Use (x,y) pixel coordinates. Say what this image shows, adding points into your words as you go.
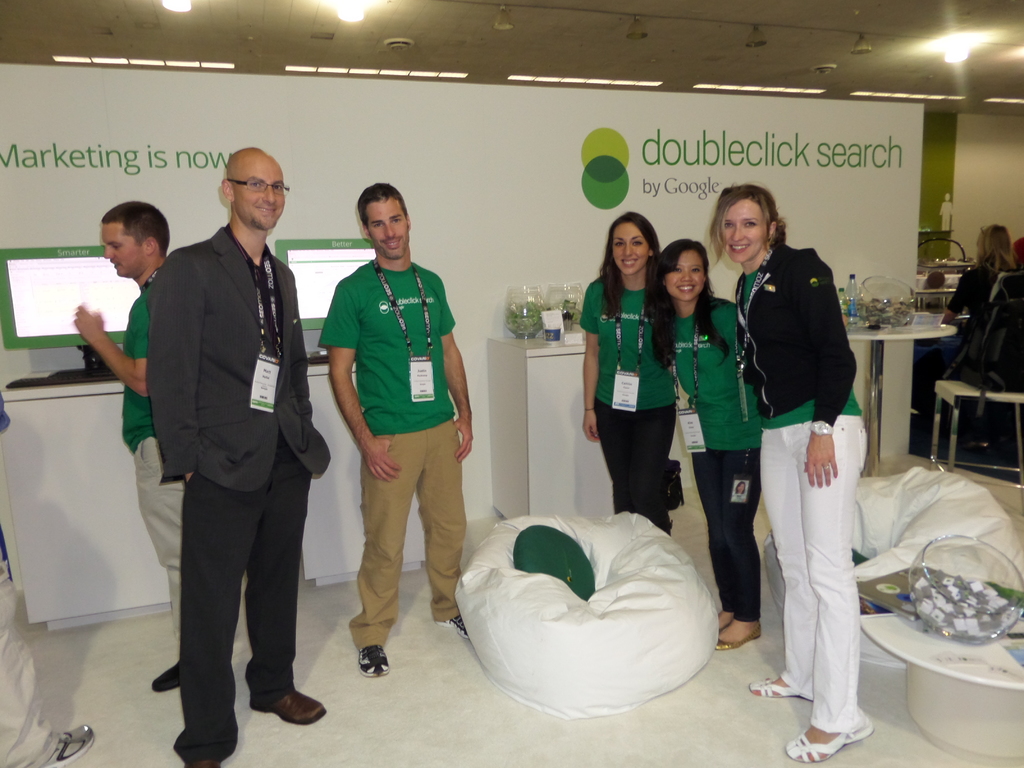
In this image, there are group of people (711,314) wearing clothes (765,327) and standing in front of the flex board (662,120). There is a bean bag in the middle of the image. There are monitors (56,298) on the left side of the image (45,292). There is a table (873,624) in the bottom right of the image (873,624).
